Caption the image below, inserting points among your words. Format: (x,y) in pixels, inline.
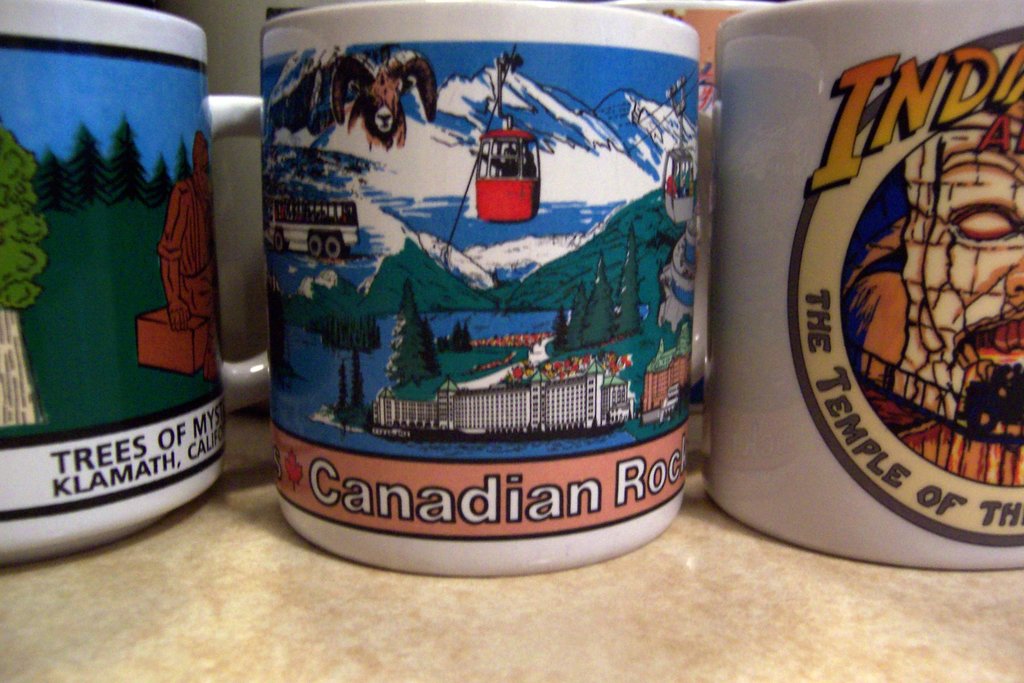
In this image, we can see three cups (518,380) which are placed on the table (535,585). In the background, we can also see another two cups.
